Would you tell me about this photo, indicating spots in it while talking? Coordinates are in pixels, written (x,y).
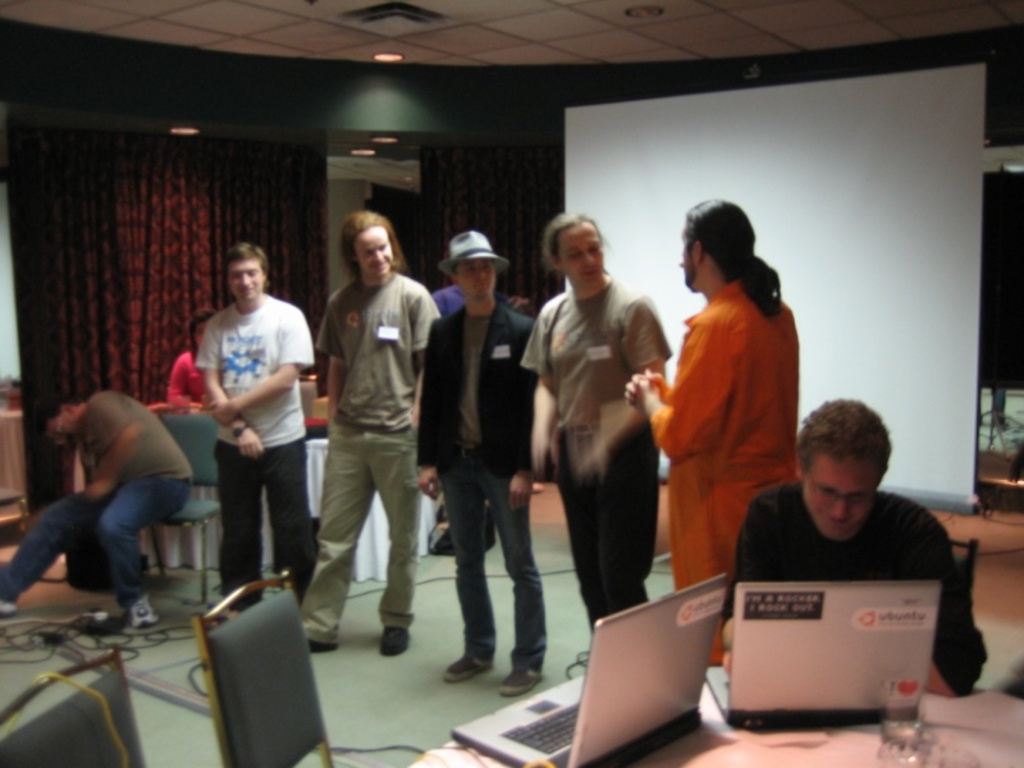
On the right side (839,495) there is a person (876,521) sitting on a chair (968,580). In front of him there is a table (763,745). On that there are laptops (697,651) and a glass (893,726). Near to the table (791,744) there are chairs (253,684). There are some people (453,386) standing. On the left side (89,436) there is a person (139,469) sitting on a chair (202,516). On the floor (138,629) there are wires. In the back (172,228) there are curtains (428,180) and a white screen (685,158). On the ceiling (424,51) there are lights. Person (464,335) in the center (468,339) is wearing a hat (466,253).
